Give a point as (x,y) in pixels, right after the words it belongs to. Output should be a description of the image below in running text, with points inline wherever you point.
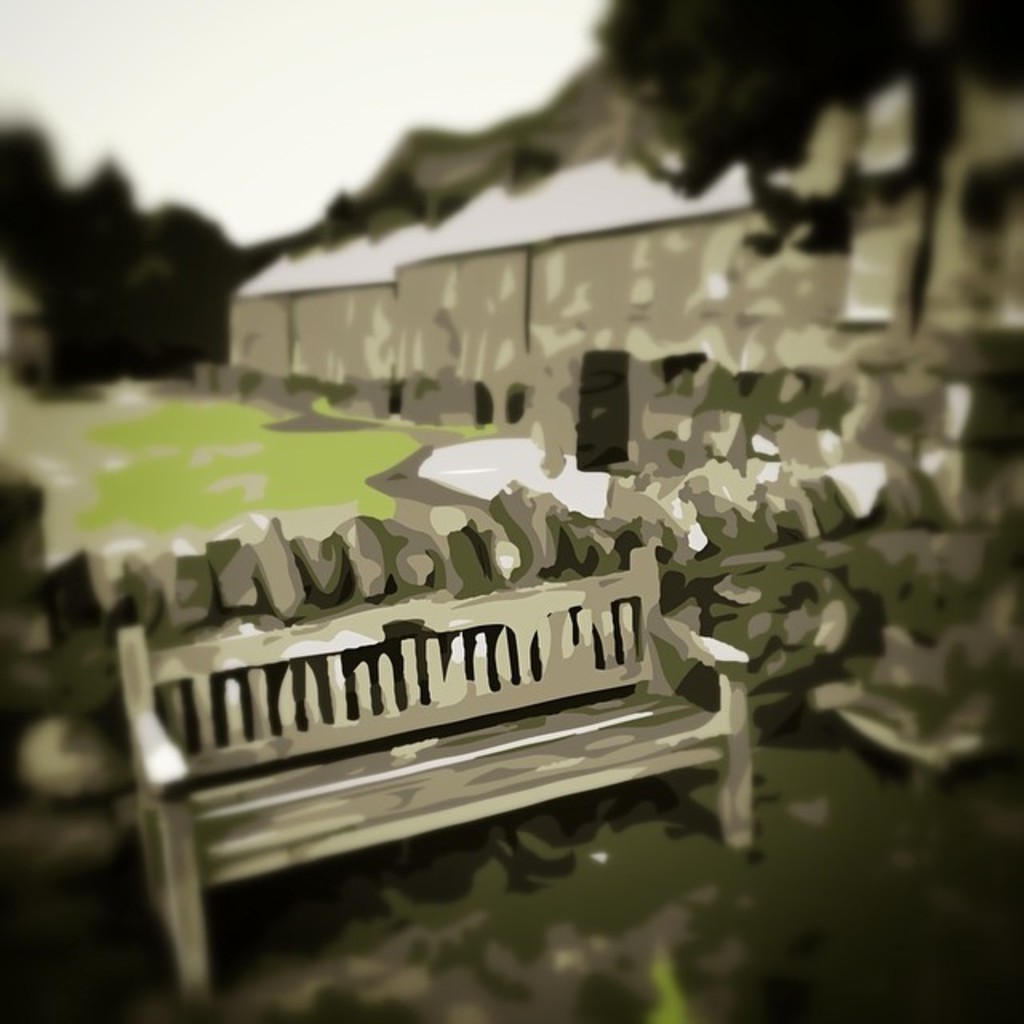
This looks like an animated image. This is the wooden bench (365,747). Here is the wall (775,507). This is the grass (231,447). I think these are the trees (131,226) and houses (588,340).
